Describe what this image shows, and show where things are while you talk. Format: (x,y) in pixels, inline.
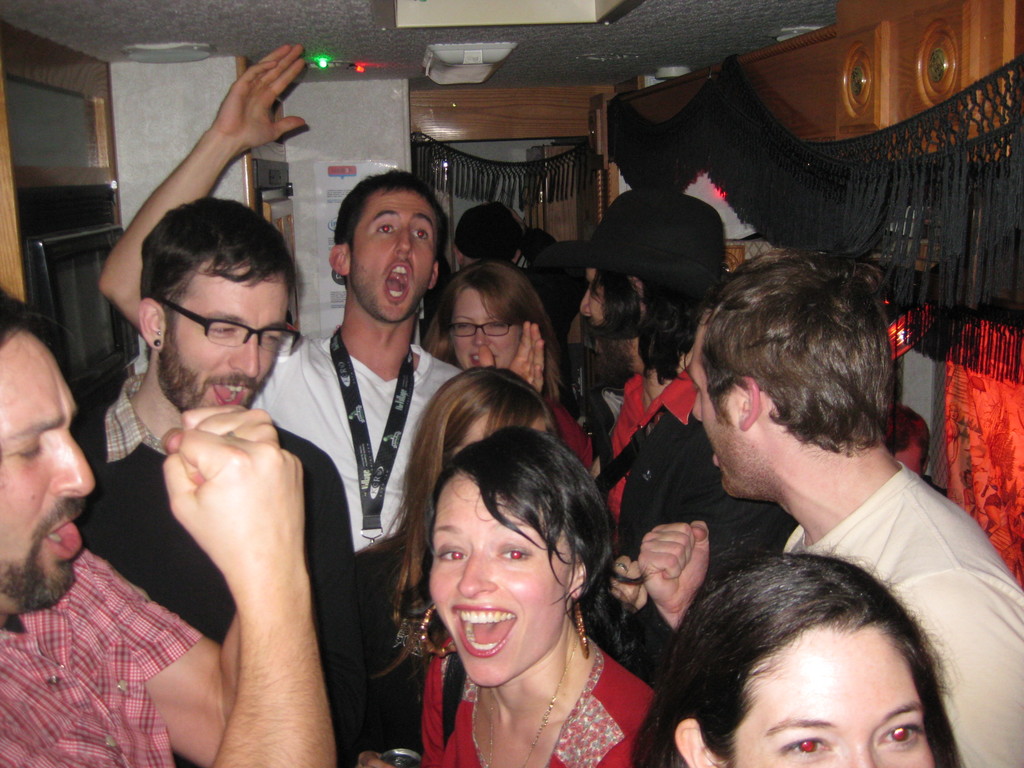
In this image we can see a group of people (482,480) standing in a room (497,149), there is a black color cloth (830,170) hanged to the wall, there is a light (443,71) to the ceiling (281,4) and there is a television (92,322) on the shelf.
